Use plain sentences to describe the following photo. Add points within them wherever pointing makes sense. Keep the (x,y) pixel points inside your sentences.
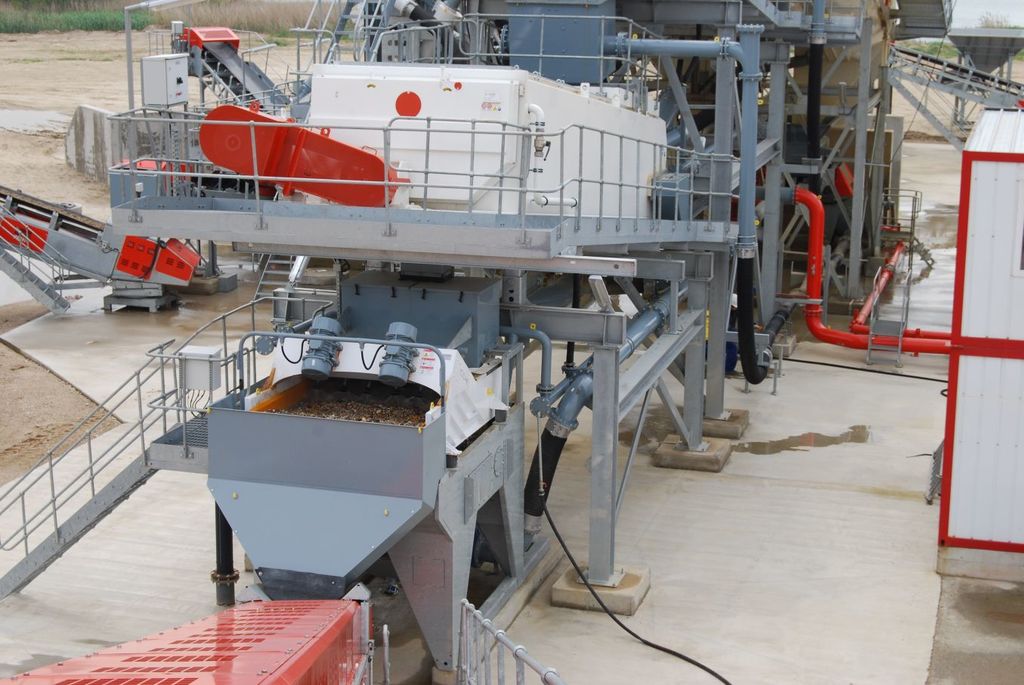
In the center of the image (513,360) we can see some machines (458,539) with pipes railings (622,154). In the background (73,86), we can see the grass (277,4) and sand (264,38).
